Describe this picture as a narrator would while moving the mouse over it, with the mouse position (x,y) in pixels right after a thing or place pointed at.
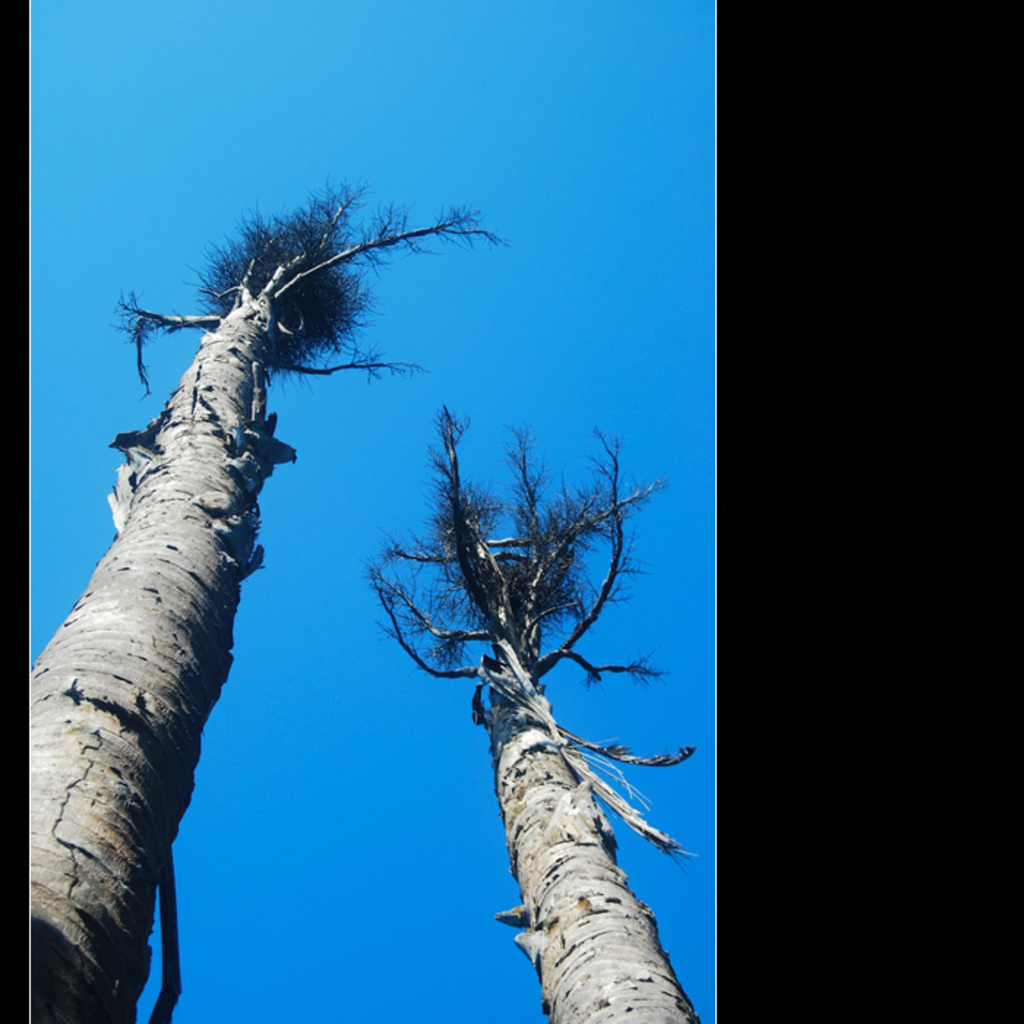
In the given image i can see the tree trunks (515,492) and in the background (309,126) i can see the sky (246,116).
